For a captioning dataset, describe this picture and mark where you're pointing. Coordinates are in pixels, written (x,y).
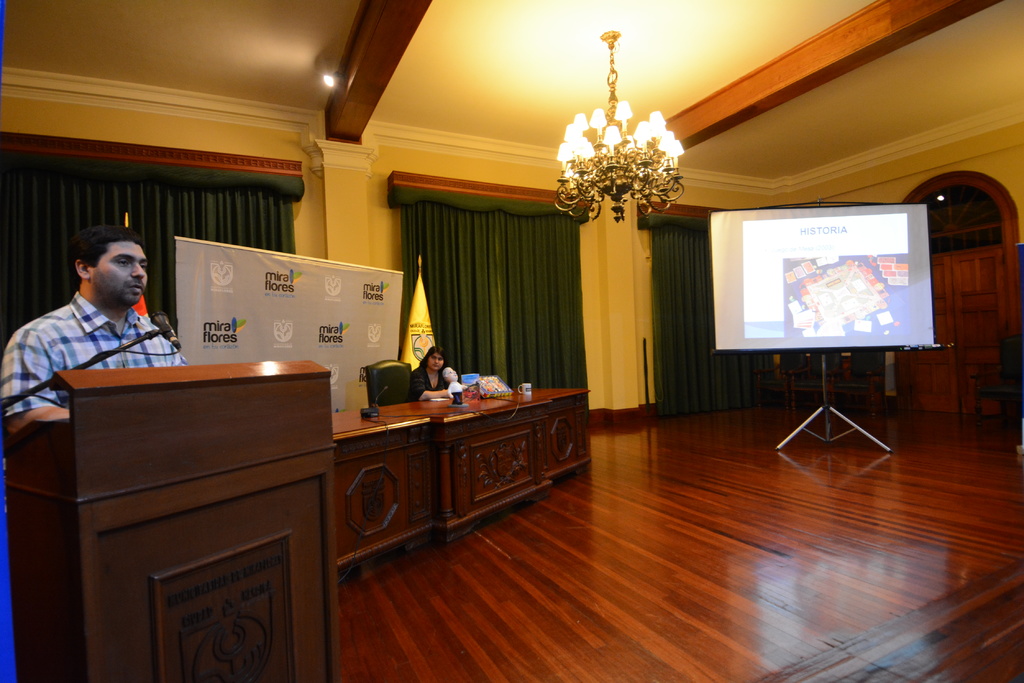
In this picture we can see a man (17,421) is standing behind the podium (102,464) and on the left side of the podium (57,456) there is a microphone (159,314) with stand (92,360) and a cable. On the right side of the man (99,323) there is another person (430,383) sitting on a chair (409,382). In front of the person (436,371) there is a table (455,423) and on the table (466,430) there is a toy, a cup (524,394) and some objects (470,400). On the right side of the table (533,419) there is a projector screen (810,288) with a stand (827,358). Behind the people (133,348) there is a banner (297,338), a flag (411,310), a wall (316,194) and curtains (490,273). At the top (631,129) there is a chandelier (612,147) and on the right side of the projector screen (829,350) there is a chair (988,390) and a door (974,367).
